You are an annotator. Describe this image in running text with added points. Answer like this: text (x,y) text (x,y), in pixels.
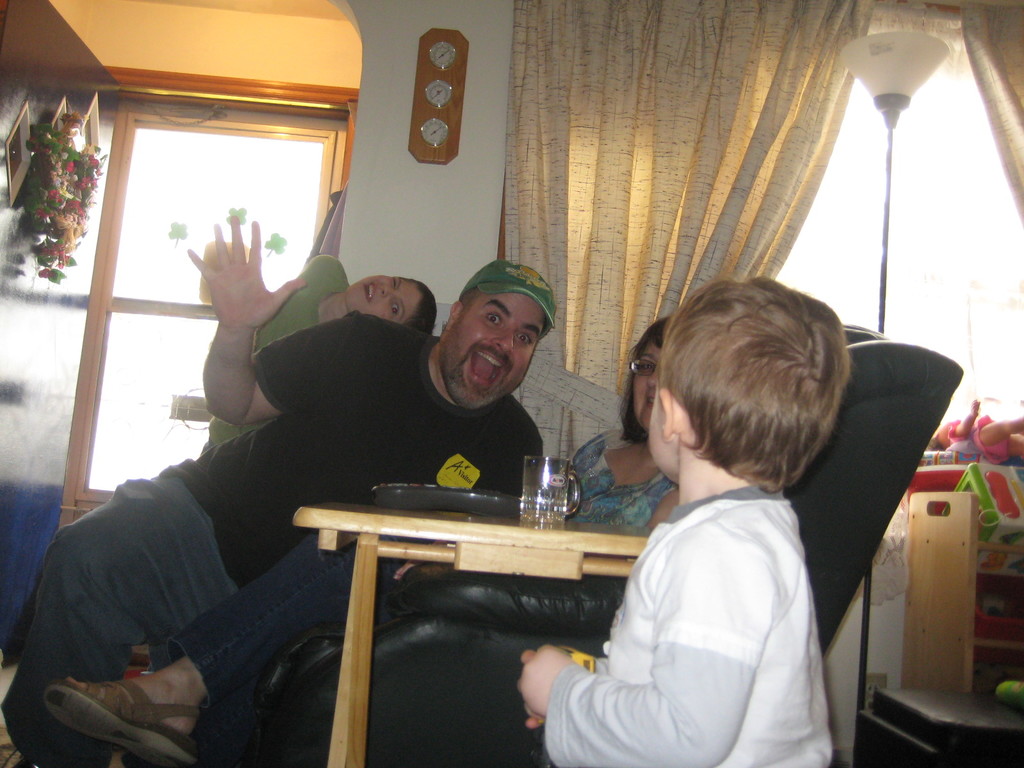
This image is clicked in a room (634,106). There are four persons (769,450) in this image. The man (359,443) is wearing black t-shirt (515,466). In the front (698,670), the boy (694,671) is wearing white t-shirt (776,630). The woman (578,520) is sitting in a sofa (497,600). In the background (300,191), there is a wall (350,208) curtain (666,215) and window (266,185). To the right (988,486), there are toys (988,511).
